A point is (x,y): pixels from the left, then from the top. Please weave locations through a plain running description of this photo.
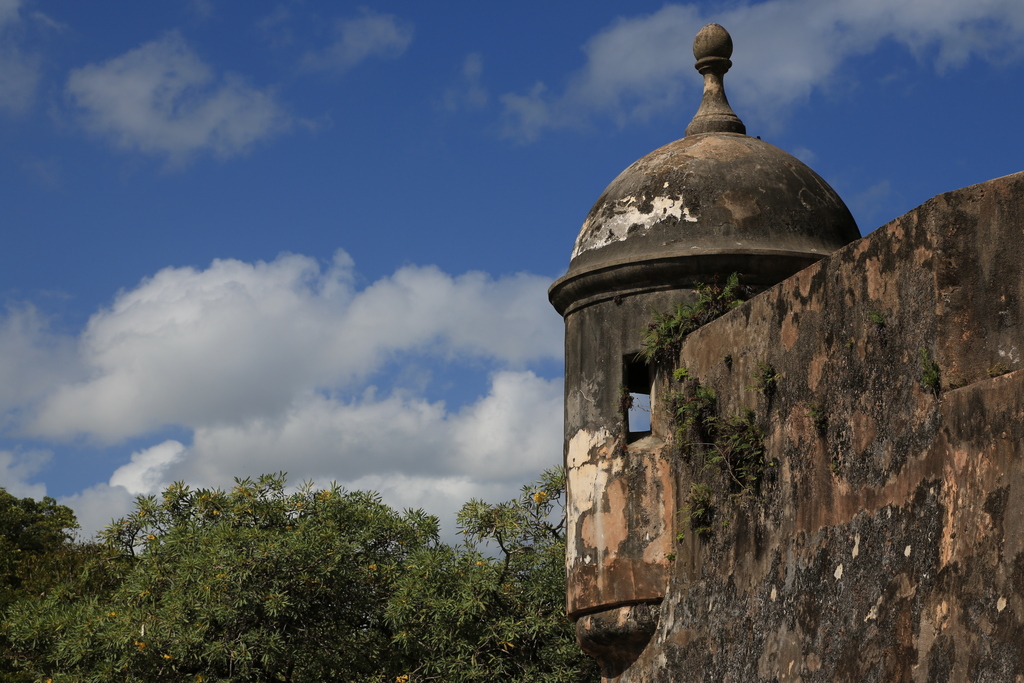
In this image I can see the building (732,387). To the side of the building (933,571) there are many trees (272,583). In the background (199,342) I can see the clouds (321,350) and the blue sky (341,148).
